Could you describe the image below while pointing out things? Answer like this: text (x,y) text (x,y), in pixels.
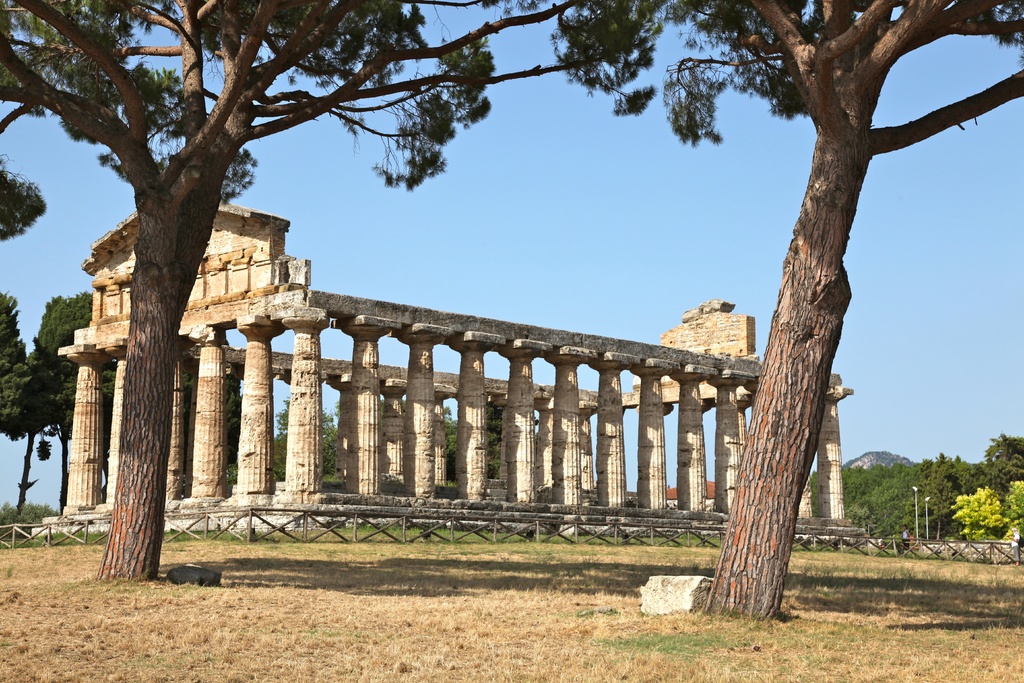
In this picture there is a temple of Athena (477,431) and there is a tree (143,484) on either sides of it and there are few other trees (910,468) in the background (859,481).
